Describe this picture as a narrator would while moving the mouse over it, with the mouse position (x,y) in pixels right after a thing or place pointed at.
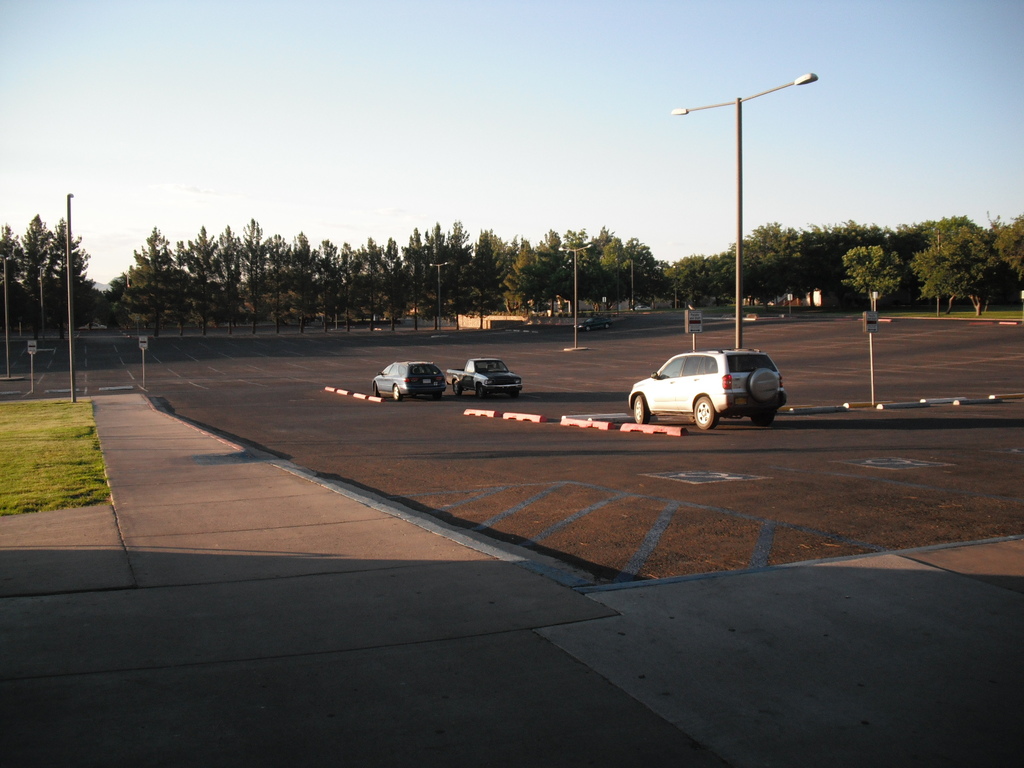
In this image in the center (460,383) there are cars (486,380) on the road (451,399). On the left side (22,458) there's grass (35,444) on the ground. On the right side (761,280) there are poles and there are trees (700,284). In the background (308,283) there are trees (332,276), in front of the trees (82,304), there are poles (41,312).
